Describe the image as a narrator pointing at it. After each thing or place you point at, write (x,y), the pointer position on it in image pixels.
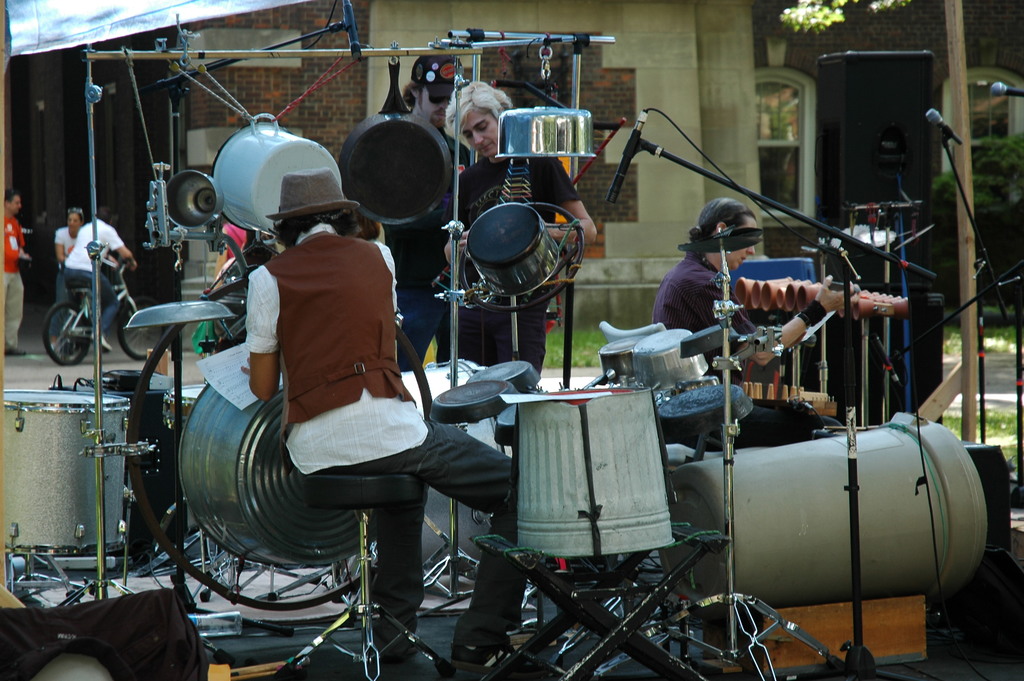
In the picture we can see two people (479,653) are sitting, two people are standing and touching some objects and around them, we can see some musical instruments (215,470) and in the background (136,261), we can see two people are standing and one person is sitting on the bicycle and beside them we can see the wall (609,0) of the house (775,78).
